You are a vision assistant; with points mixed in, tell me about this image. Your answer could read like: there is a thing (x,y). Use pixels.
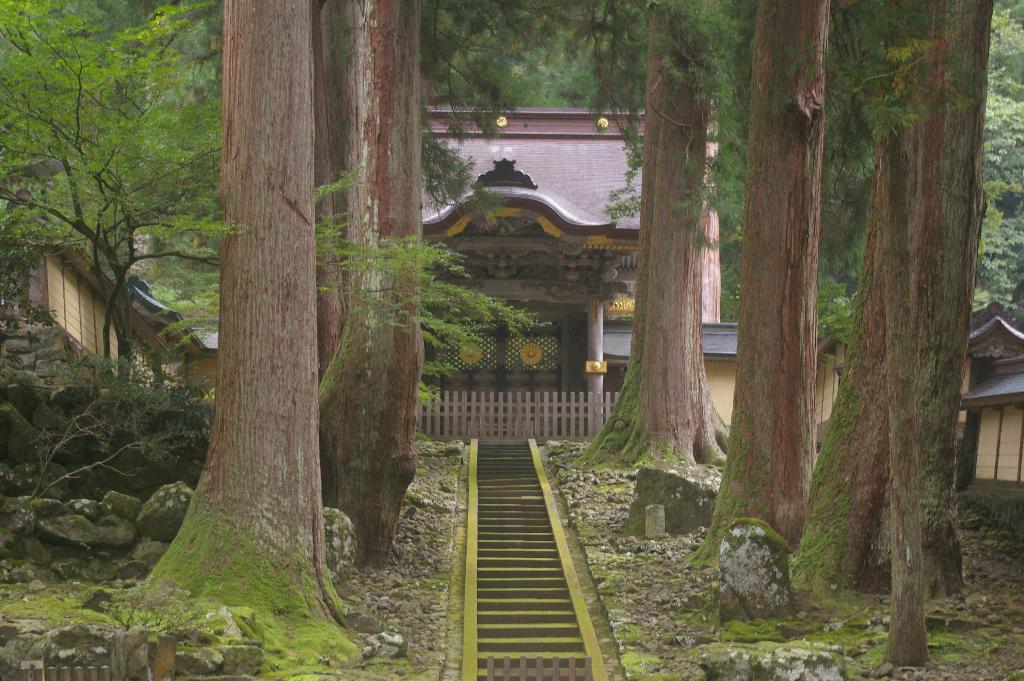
In the image there are tall trees (399,361) and there is a path (513,494) in between the trees (249,525) and in front of the path (527,627) there is a house (501,297).
